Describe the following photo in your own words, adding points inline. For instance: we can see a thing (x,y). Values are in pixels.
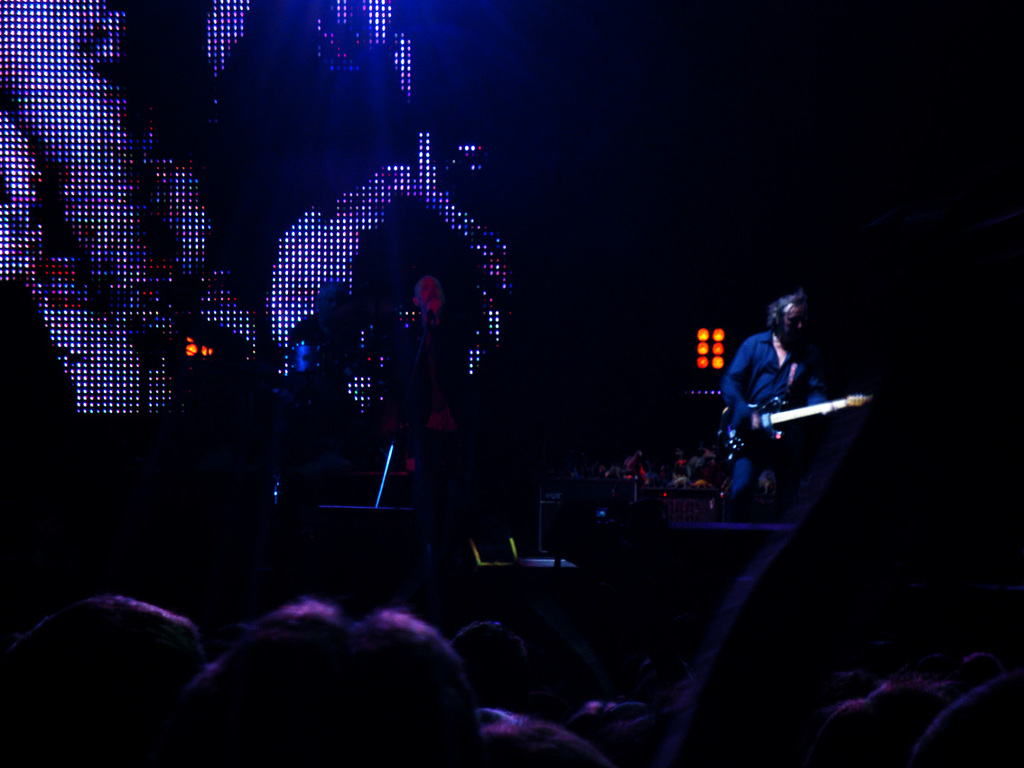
In this picture there is a man (787,387) playing a guitar (774,399). There are lights (713,362). There are few people (345,677).
